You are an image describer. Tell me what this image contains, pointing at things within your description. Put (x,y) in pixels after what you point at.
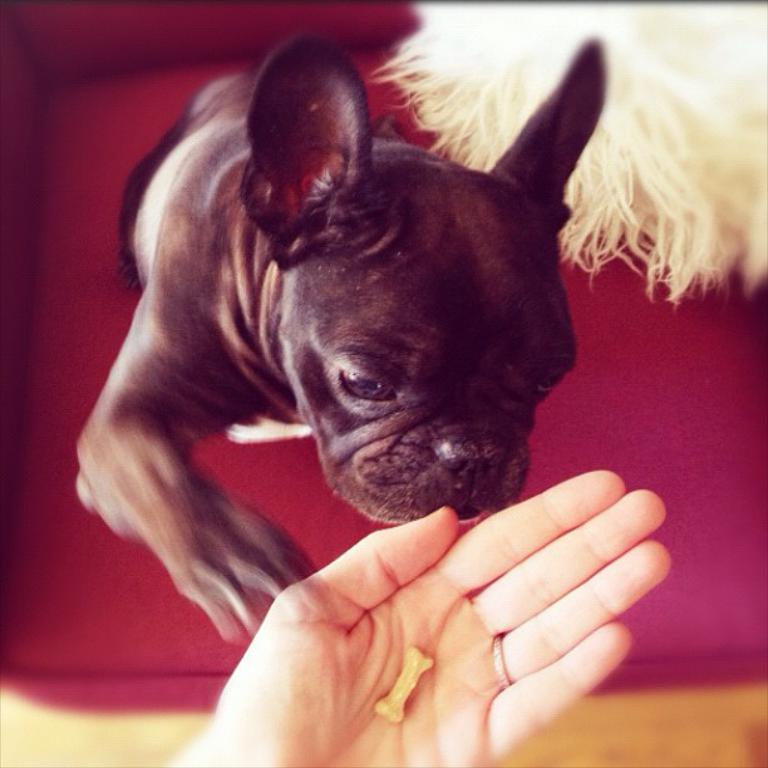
In the image we can see a dog (335,470) and human hand (539,595), and the corners of the image are blurred.
